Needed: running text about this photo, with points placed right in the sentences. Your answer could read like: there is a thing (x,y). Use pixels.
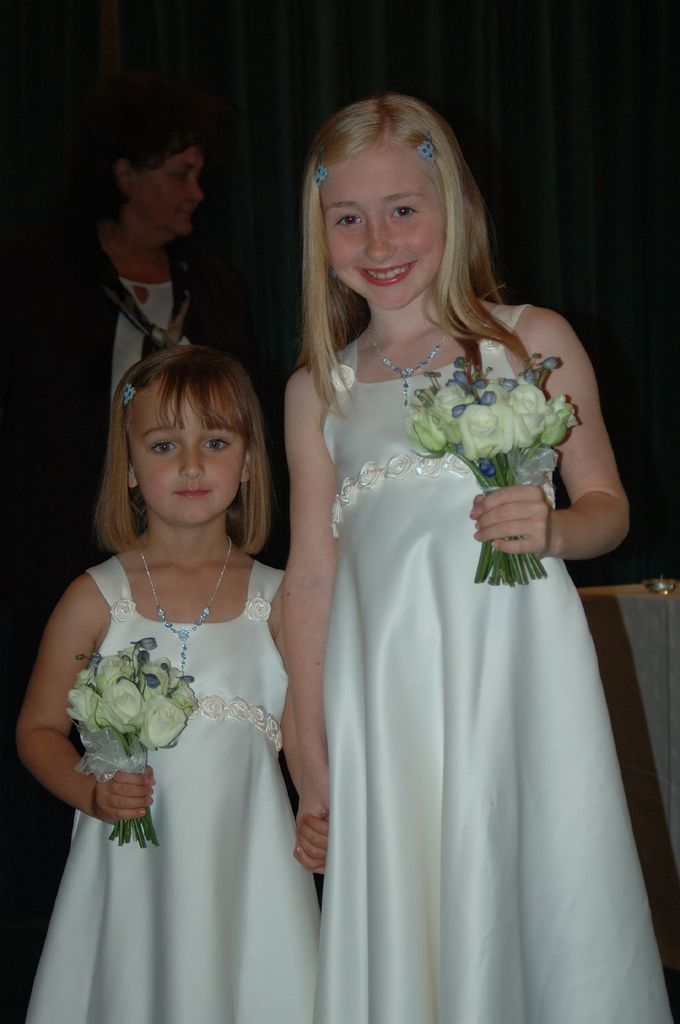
In the image there are two girls (182,625), they are wearing white dress (347,542) and holding white rose flowers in their hand (151,793), both of them are smiling and behind these two girls (110,419) there is a woman (136,266) and the background (190,57) is dark.
